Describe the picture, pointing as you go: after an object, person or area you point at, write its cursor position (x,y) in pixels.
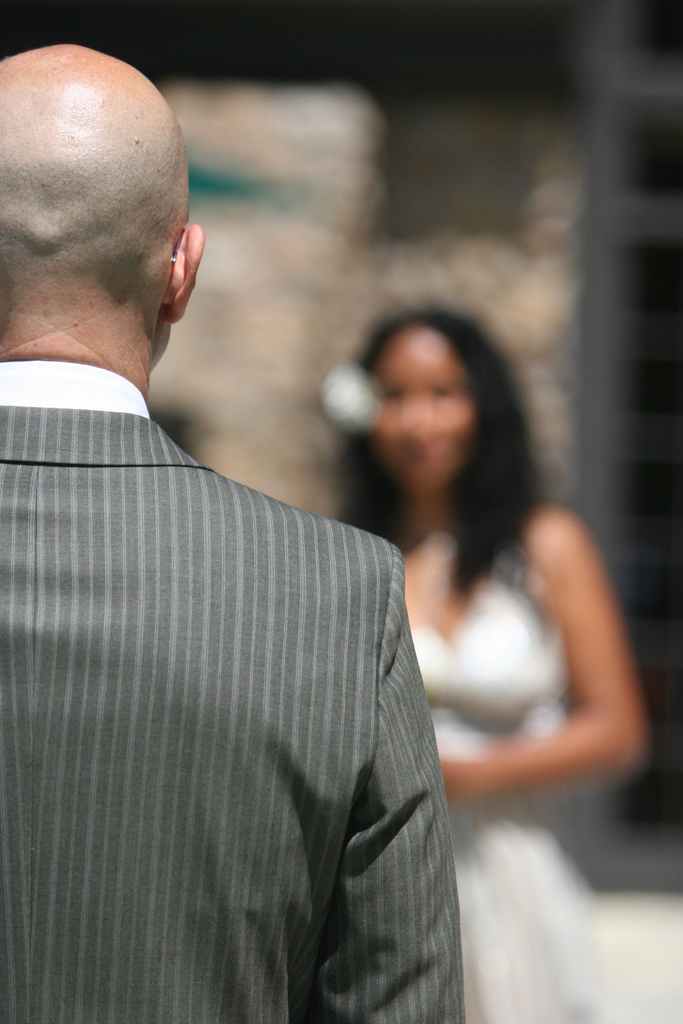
On the left (69,353) we can see a person (82,700) wearing a grey suit (175,695). The background (240,428) is blurred. In the background (479,597) we can see a person (463,695).
